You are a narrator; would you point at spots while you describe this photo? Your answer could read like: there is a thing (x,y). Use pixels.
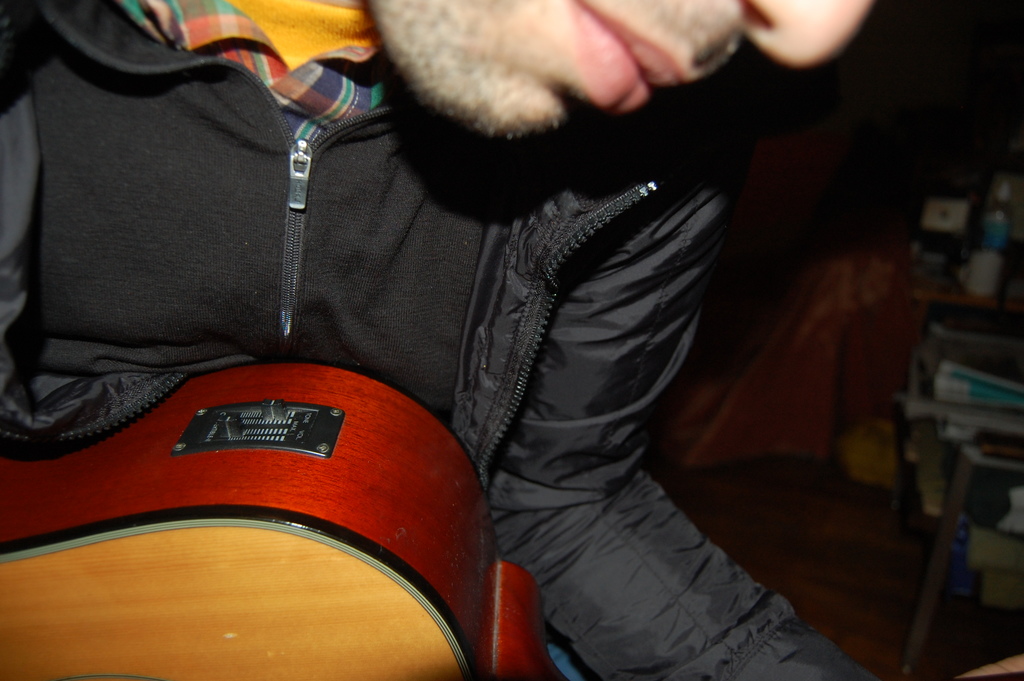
There is a man (450,280) in the center of the image (374,439), holding a guitar (308,508) in his hand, it seems like some objects (856,357) in the background area (856,357).
